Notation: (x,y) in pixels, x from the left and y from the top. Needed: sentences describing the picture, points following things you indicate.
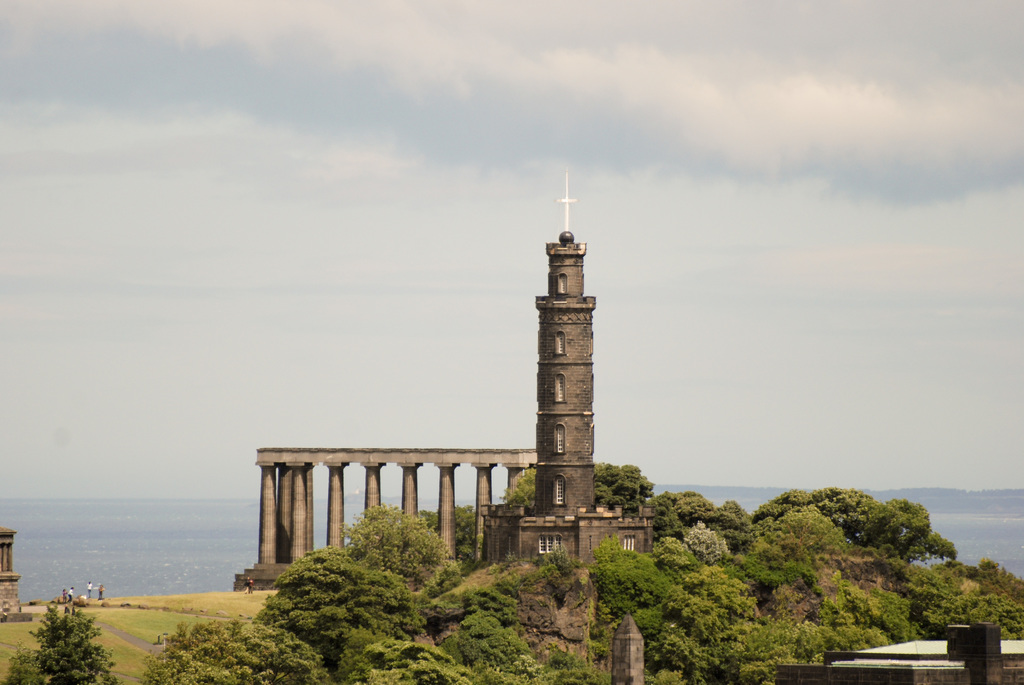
In this picture I can see tower like building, side there are some pillars (289,518) with roof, in front (135,619) some people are on the grass (114,646), side there are some trees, behind I can see full of water (165,557).
